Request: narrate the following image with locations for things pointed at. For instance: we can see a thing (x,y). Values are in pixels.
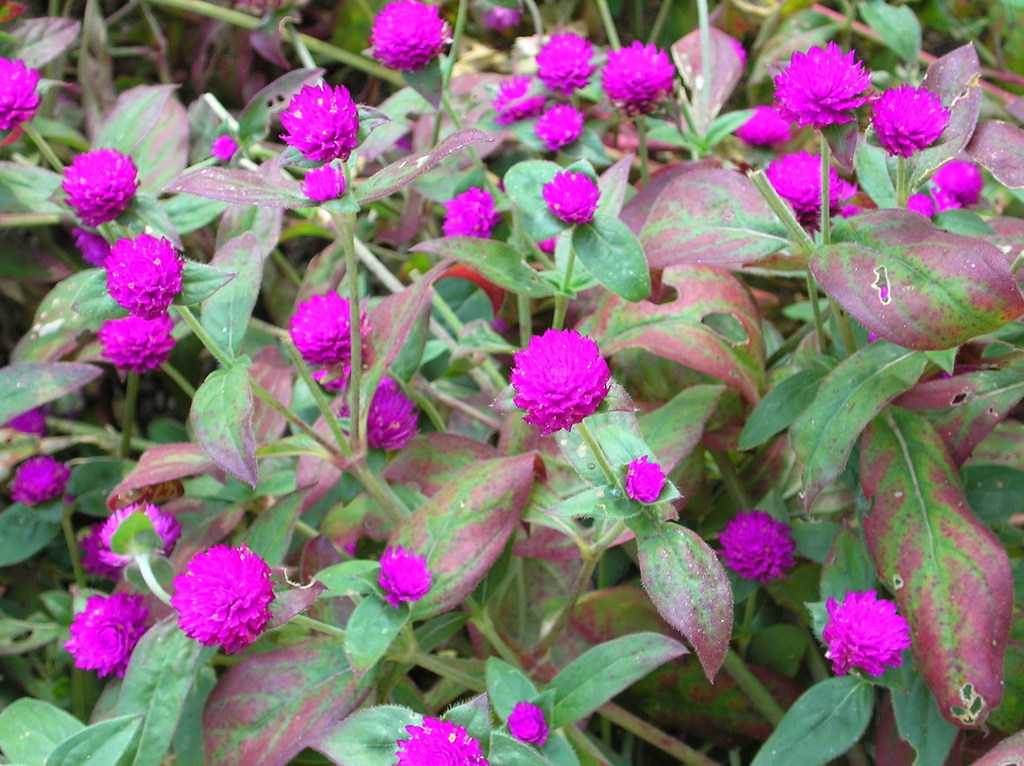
In this picture there are pink color flowers (584,345) on the plants (688,348).
